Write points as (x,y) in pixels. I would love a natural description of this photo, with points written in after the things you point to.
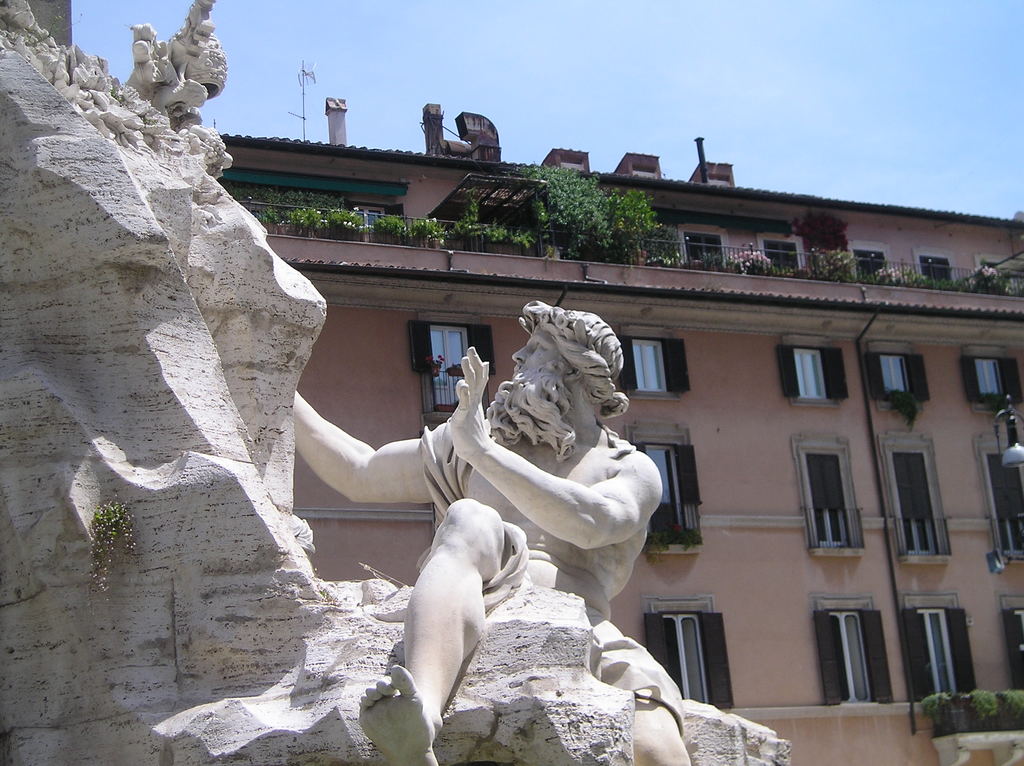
In this picture we can see a sculpture (538,494) and in the background (403,534) we can see a building (360,417), windows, sky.
